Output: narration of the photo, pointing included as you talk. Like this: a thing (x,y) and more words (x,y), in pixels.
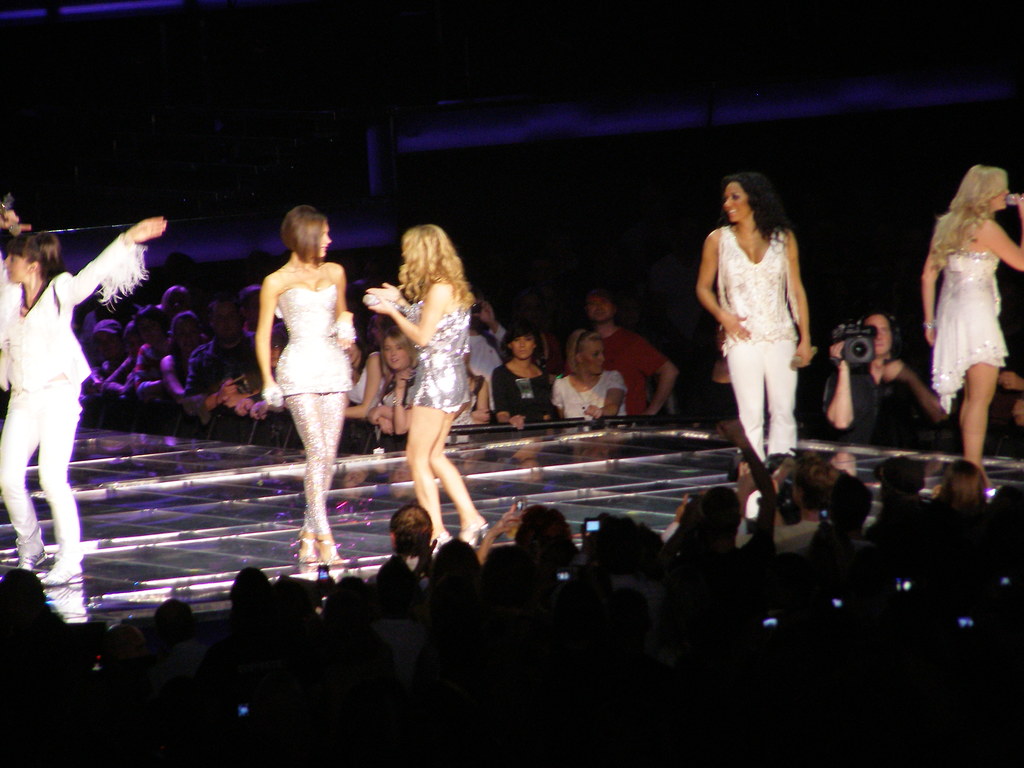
In the picture are women (753,336) standing on the stage (625,435), around the stage (340,537) there are many people (525,734) present, there is a person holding a video camera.
